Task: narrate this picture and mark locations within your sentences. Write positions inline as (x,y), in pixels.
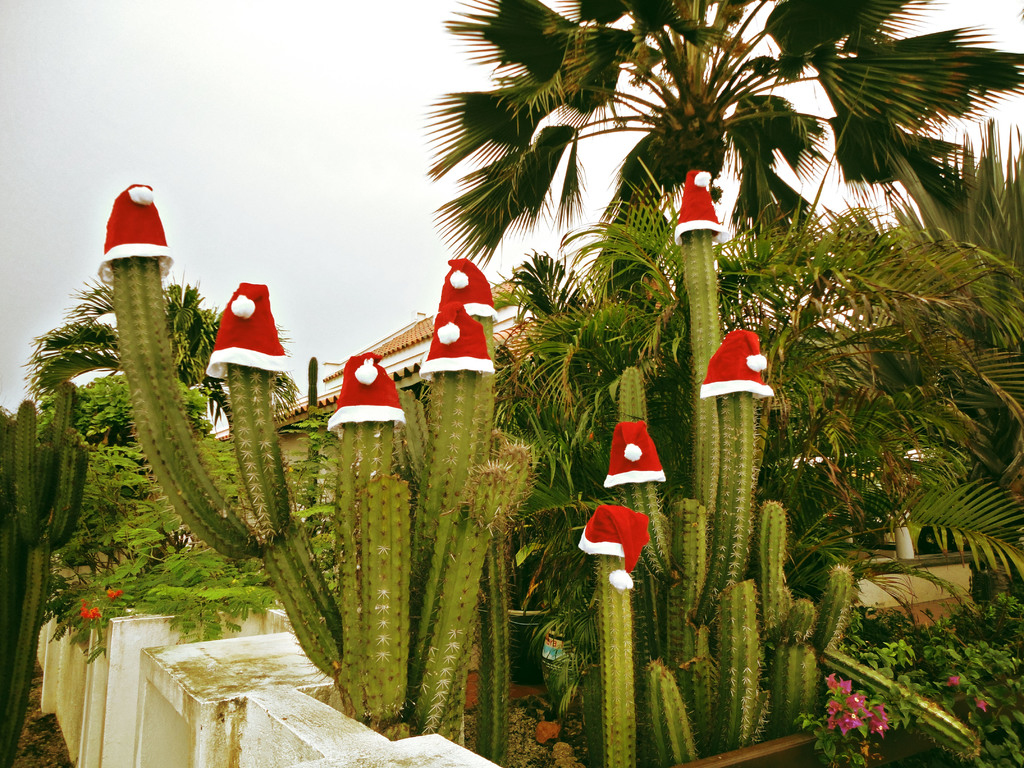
In this image I can see number of plants (441,571), flowers (98,615), few trees (575,410) and in the front (290,571) I can see number of red and white colour caps (754,358) on few plants (444,661). In the background (328,338) I can see a building (520,316) and the sky (342,200).
